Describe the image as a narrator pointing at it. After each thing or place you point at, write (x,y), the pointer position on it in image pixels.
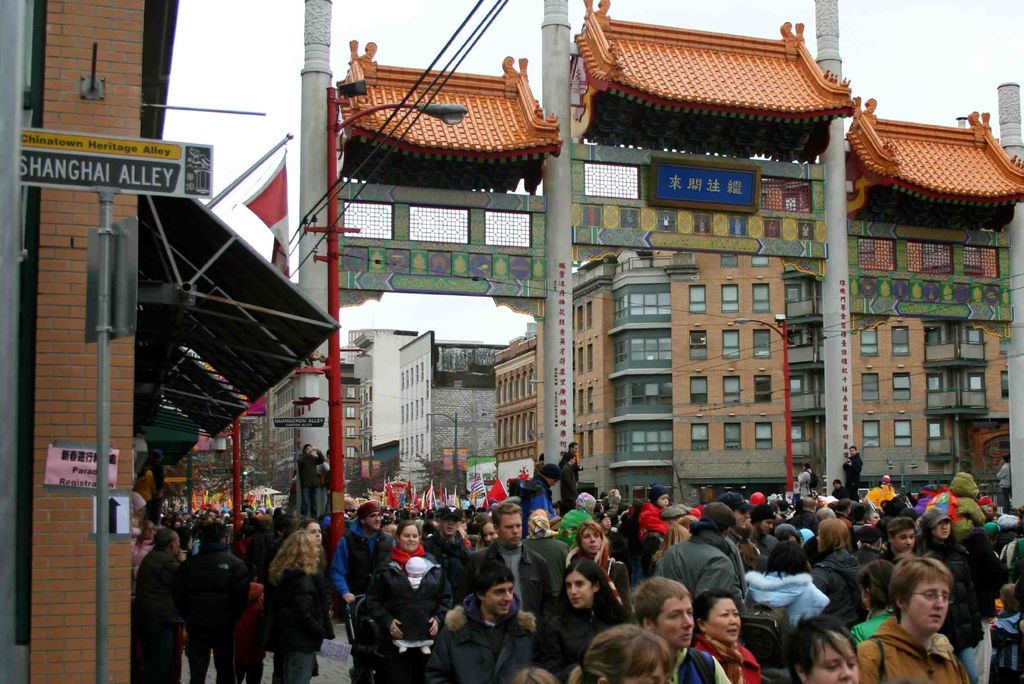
In the image in the center (390,229) we can see buildings (686,333), pillars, windows (895,352), banners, poles (106,302), wires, flag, roof (921,189) and wall (680,320). And we can see a group of people (530,535) were standing and few people (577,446) were holding flags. In the background (263,41) we can see the sky (412,54) and clouds (812,48).
